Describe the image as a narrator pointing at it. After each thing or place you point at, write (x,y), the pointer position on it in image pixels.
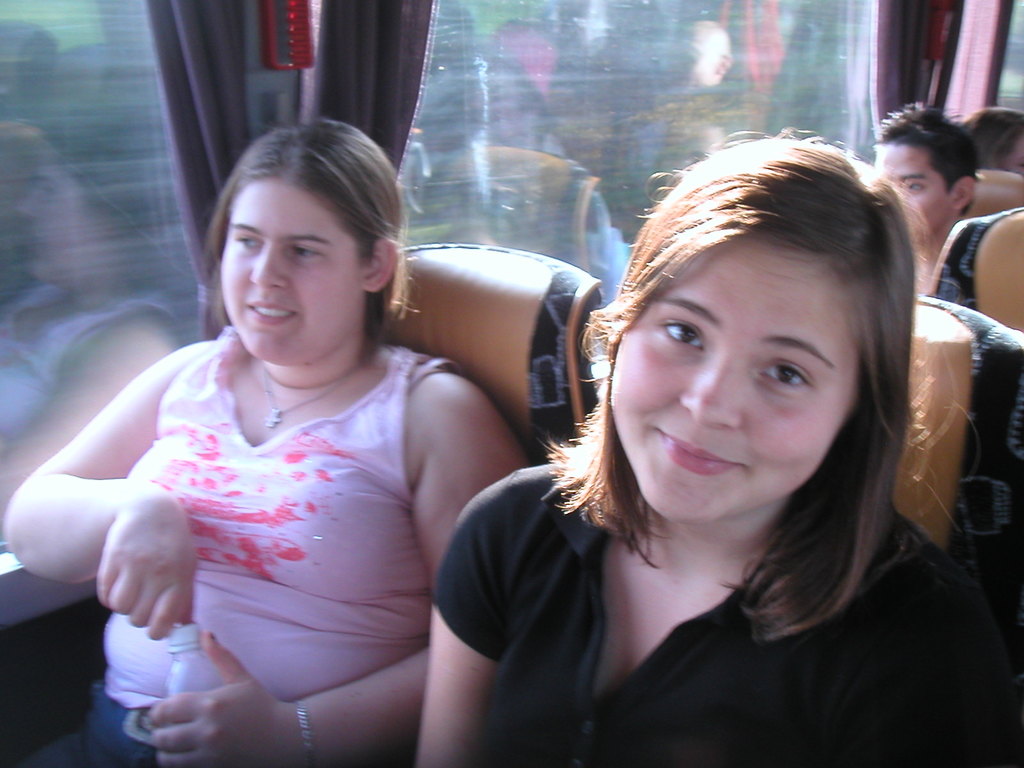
In front of the image there are two women (369,544) sitting in the seats (544,365) of a bus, behind them there are a few other people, beside them there are curtains (219,141) on the glass windows (488,182), the woman (373,584) is holding a bottle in her hand (219,708).
